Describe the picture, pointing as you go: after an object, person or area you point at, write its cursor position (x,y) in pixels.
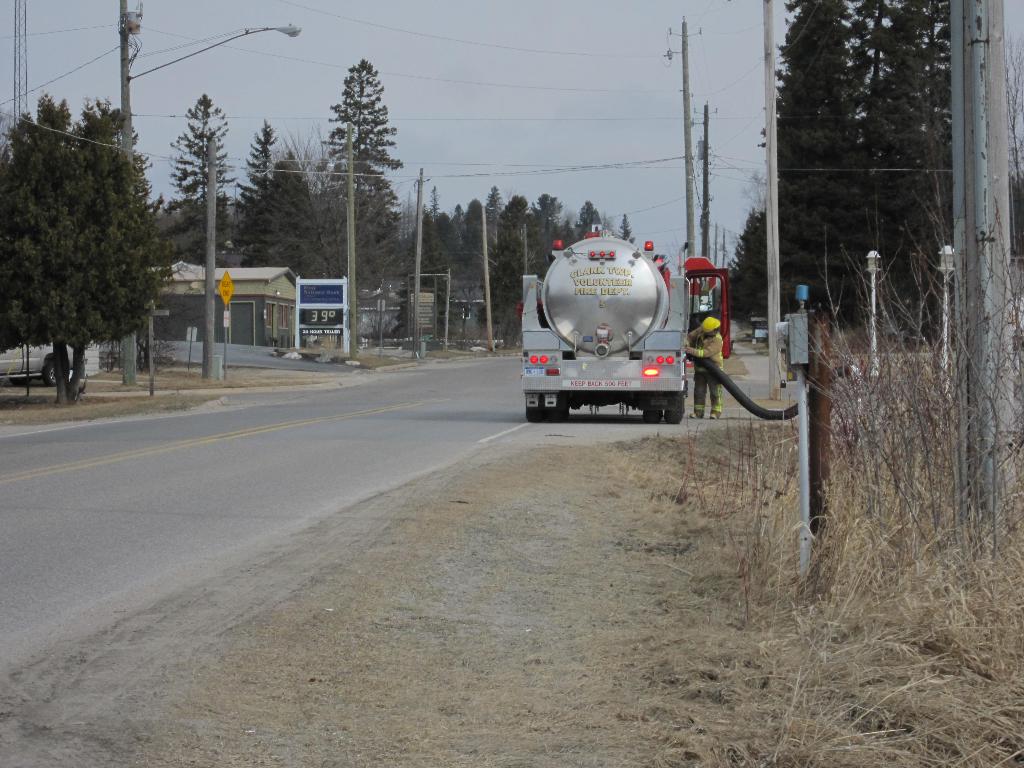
In the background (438,98) portion of the picture we can see the sky (608,113). On either side of the road (129,496) we can see trees (843,117), poles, electrical poles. On the left side of the picture (212,45) we can see a light pole (195,54). On the right side of the picture (713,334) we can see a person (714,410) standing near to a vehicle (690,321). On the left side (331,297) we can see a vehicle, a house (243,303) and board (312,294).
